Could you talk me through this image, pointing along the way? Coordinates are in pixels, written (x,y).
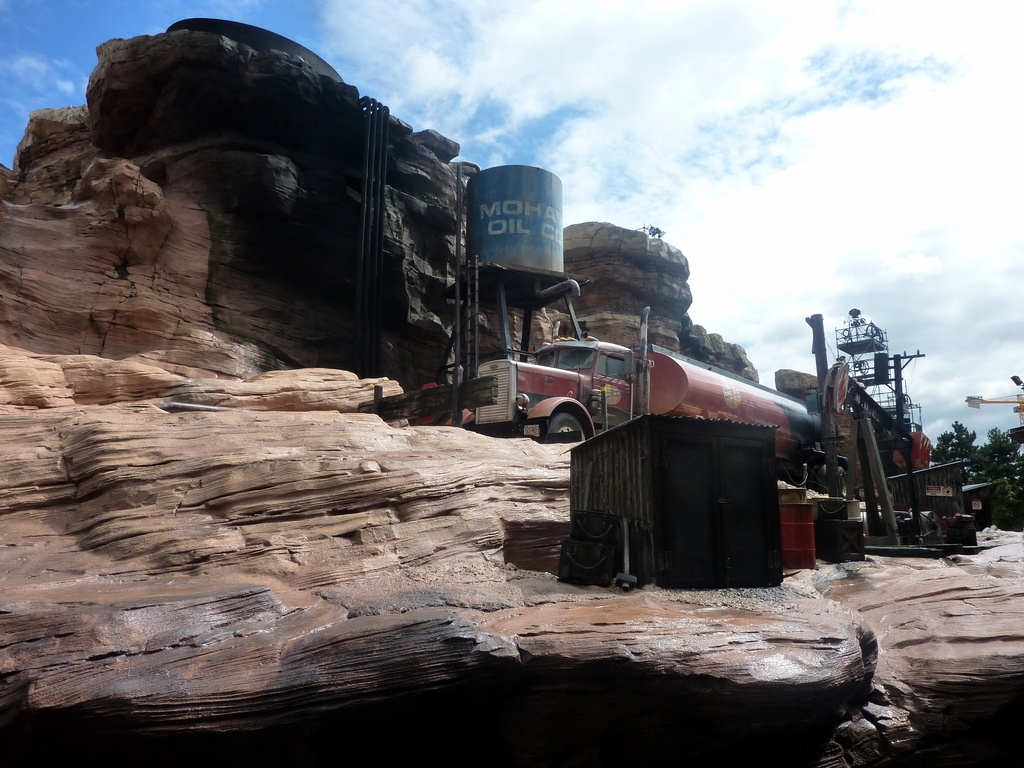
In this image we can see a vehicle (617,397) on the rock (437,456) and there are pipes (384,229) and tank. There are drums (807,550), shed (680,510), crane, trees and a few objects (890,497). In the background (1006,410), we can see the cloudy sky (825,195).
